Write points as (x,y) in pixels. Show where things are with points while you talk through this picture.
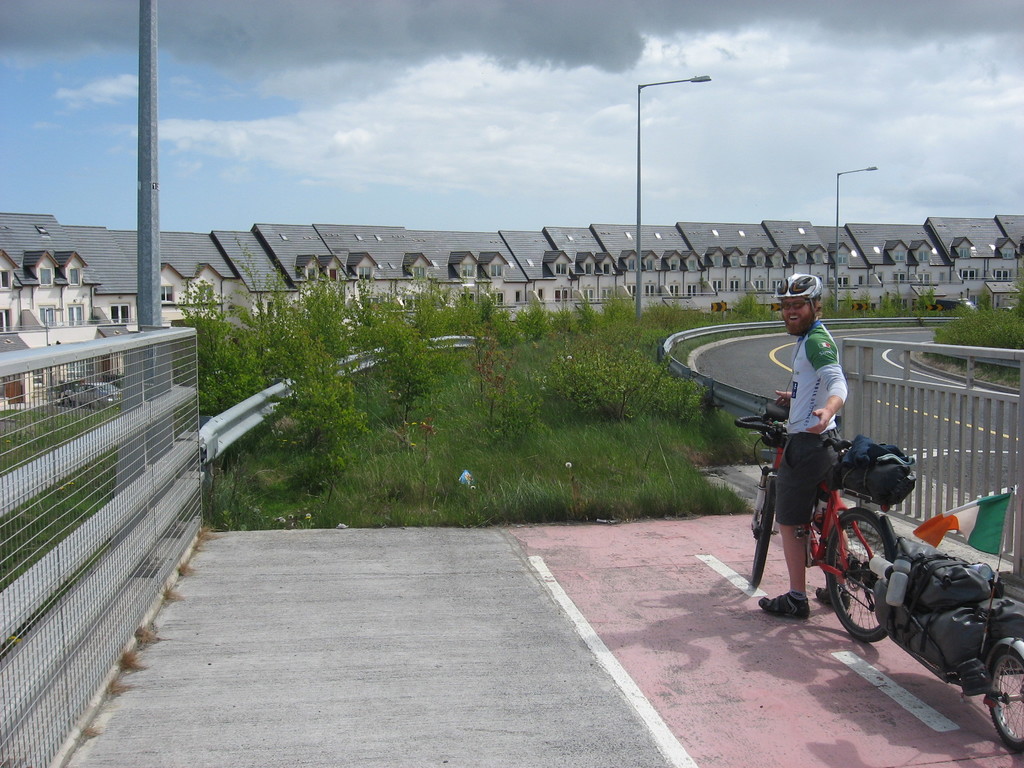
In this picture, here we can see a person (802,383) who is smiling and he is having bicycle (850,586), on the bicycle (870,518) we have some bag (878,468) and this person (803,374) wears helmet (783,289). He is standing on footpath (524,621) present beside road (901,360). And in the background (130,305), we can see some buildings (689,283), street light poles (856,171) and on the top (372,85) we can see sky (619,11) with clouds (479,60). And a flag (980,520) is also present at the bottom right of the picture (974,520).
